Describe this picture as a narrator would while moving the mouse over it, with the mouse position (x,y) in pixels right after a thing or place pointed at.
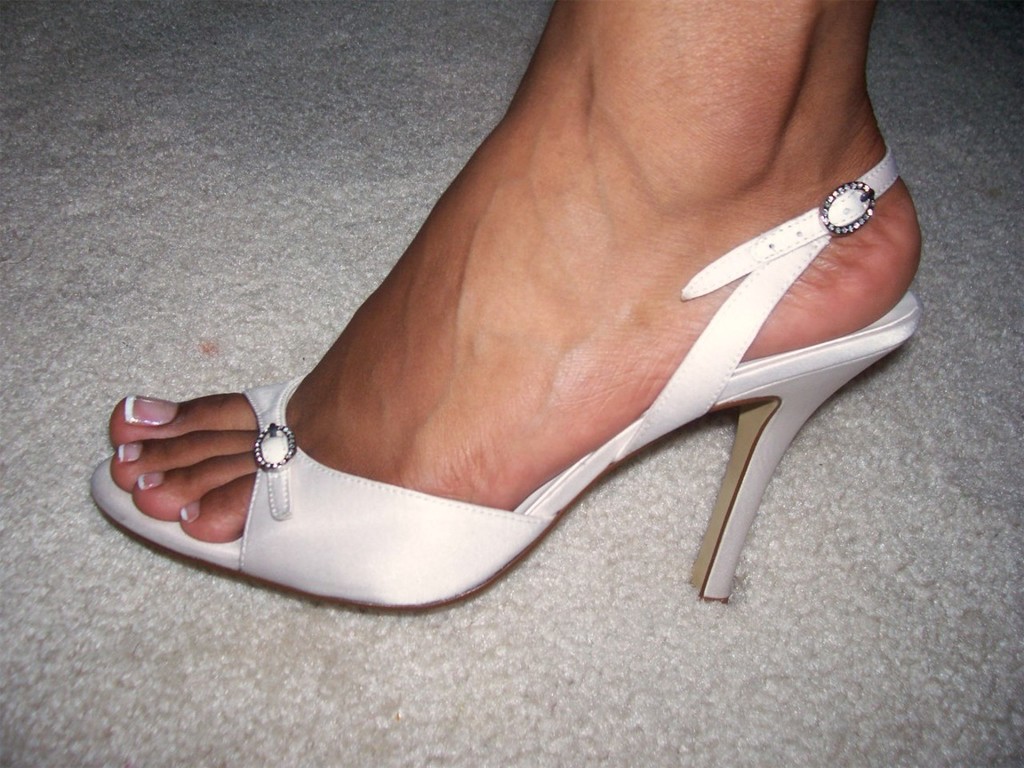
In this image we can see a leg (611,423) of a person (638,416). A person (598,379) is wearing a footwear (413,535).
